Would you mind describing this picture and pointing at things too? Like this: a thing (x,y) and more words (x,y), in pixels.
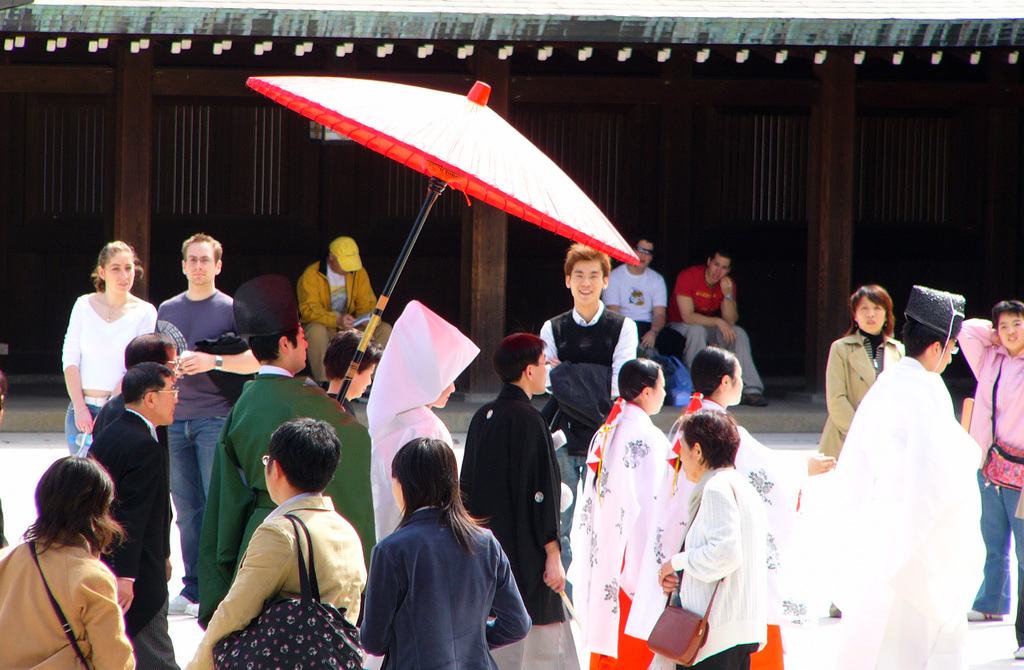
The picture consists of people (589,472), an umbrella (468,179) and other objects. In the background (620,62) there is a building (686,182). In the center of the background (699,276) there are two person (626,282) sitting on the bench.
